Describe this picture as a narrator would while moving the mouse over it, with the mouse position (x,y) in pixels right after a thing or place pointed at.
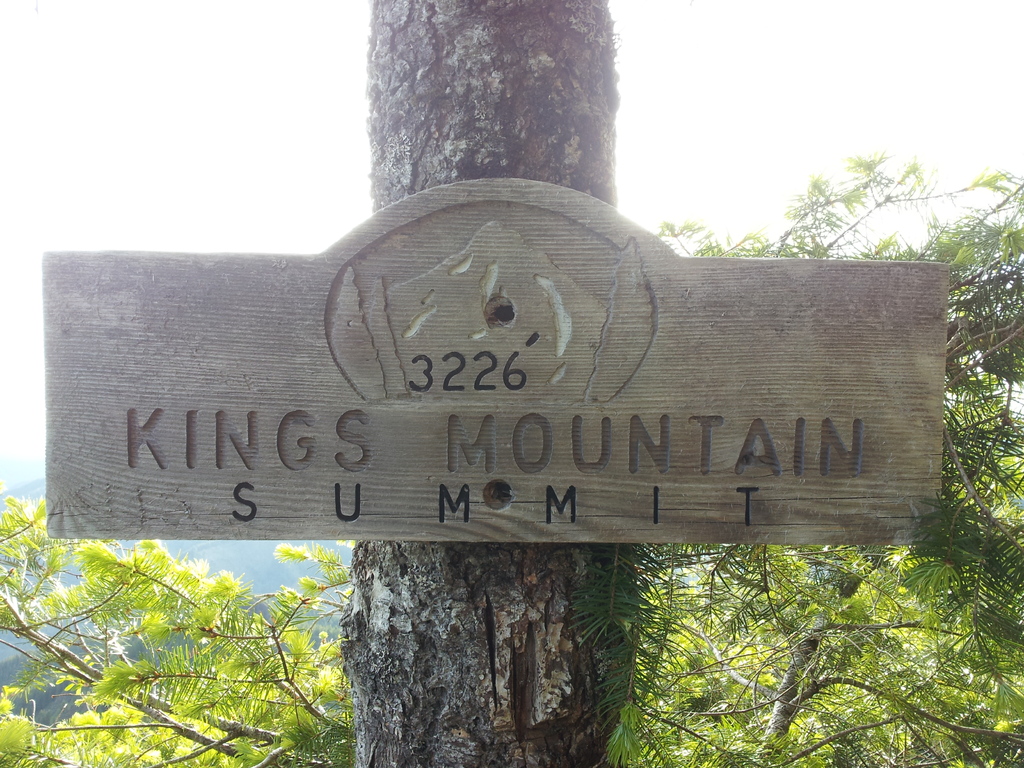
In this image, I can see a name board (514,358) attached to a tree trunk (527,91). At the bottom of the image (322,672), I can see trees (709,624). In the background (330,224), there is the sky (333,222).
